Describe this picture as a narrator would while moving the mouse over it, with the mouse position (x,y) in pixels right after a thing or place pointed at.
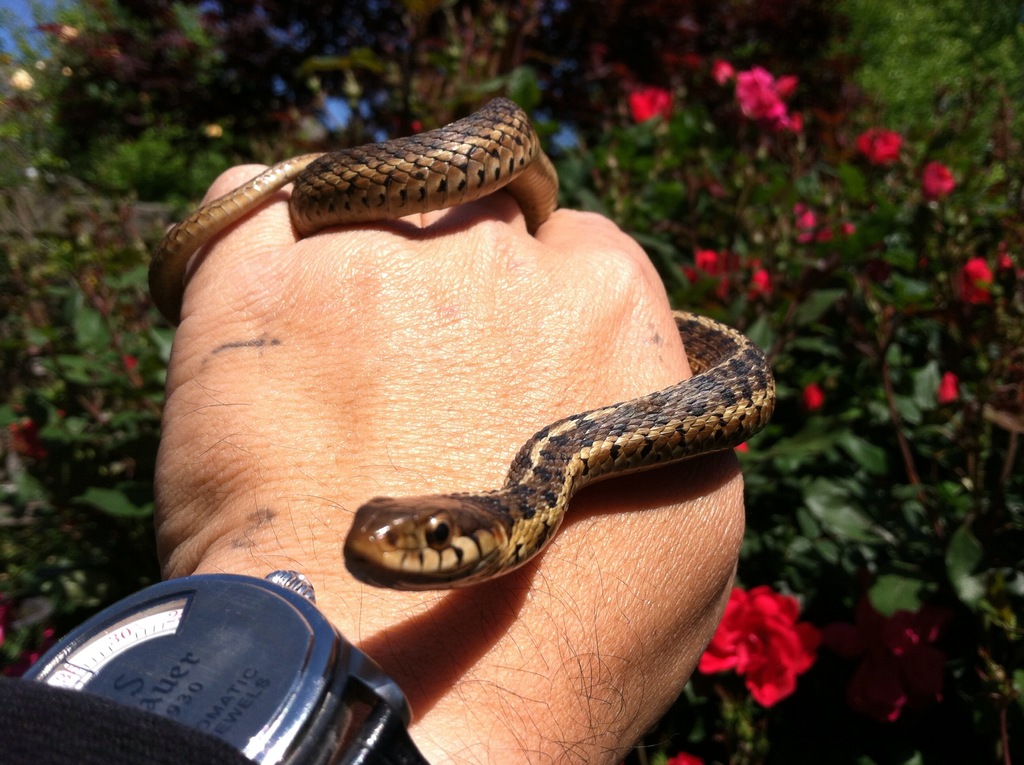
As we can see in the image there are plants (866,109), flowers (783,92) and human hand (324,403) wearing watch (326,718) and holding a snake (517,556).
